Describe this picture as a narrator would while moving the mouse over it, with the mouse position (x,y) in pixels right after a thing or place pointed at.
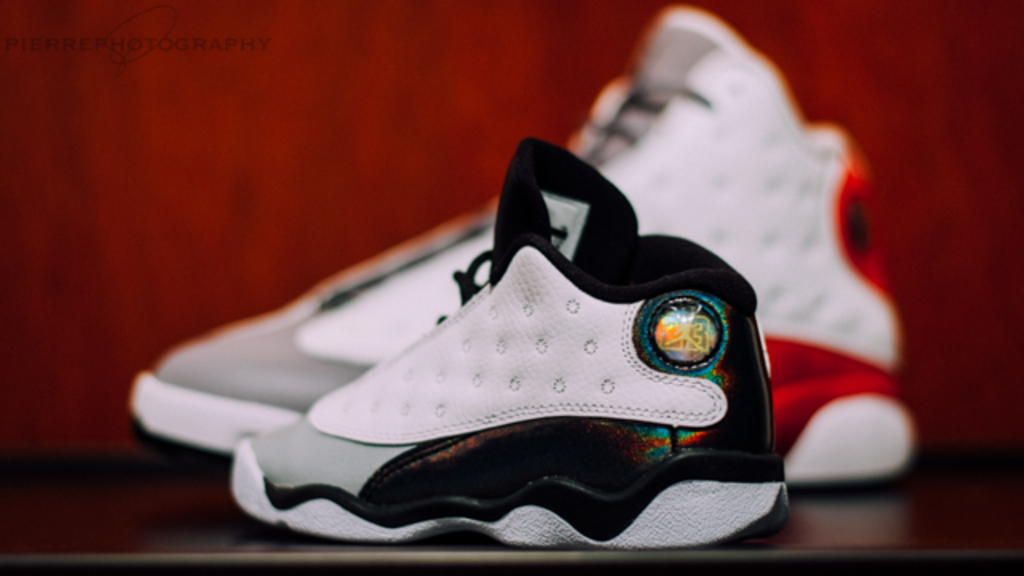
In this picture I can see two shoes (512,337) on an object (335,573), there is blur background (261,197) and there is a watermark (118,27) on the image.
